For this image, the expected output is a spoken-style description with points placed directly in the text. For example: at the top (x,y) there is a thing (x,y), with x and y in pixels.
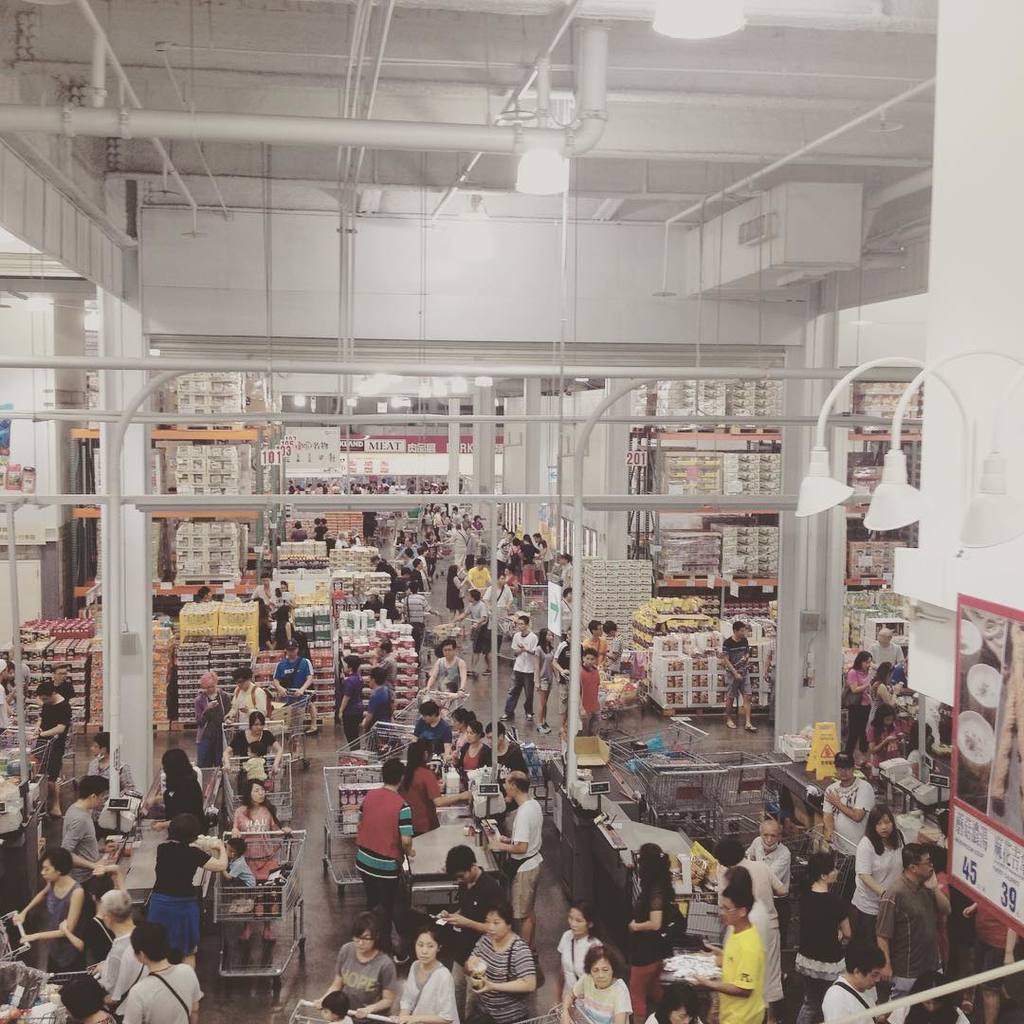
Here in this picture we can see number of people (537,806) standing on the floor (347,913) and we can see this is a store (298,598), in which we can see number of things (668,632) present in racks (405,641) and we can see light posts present and we can see some pipes (283,496) and other things (626,811) present over there.
